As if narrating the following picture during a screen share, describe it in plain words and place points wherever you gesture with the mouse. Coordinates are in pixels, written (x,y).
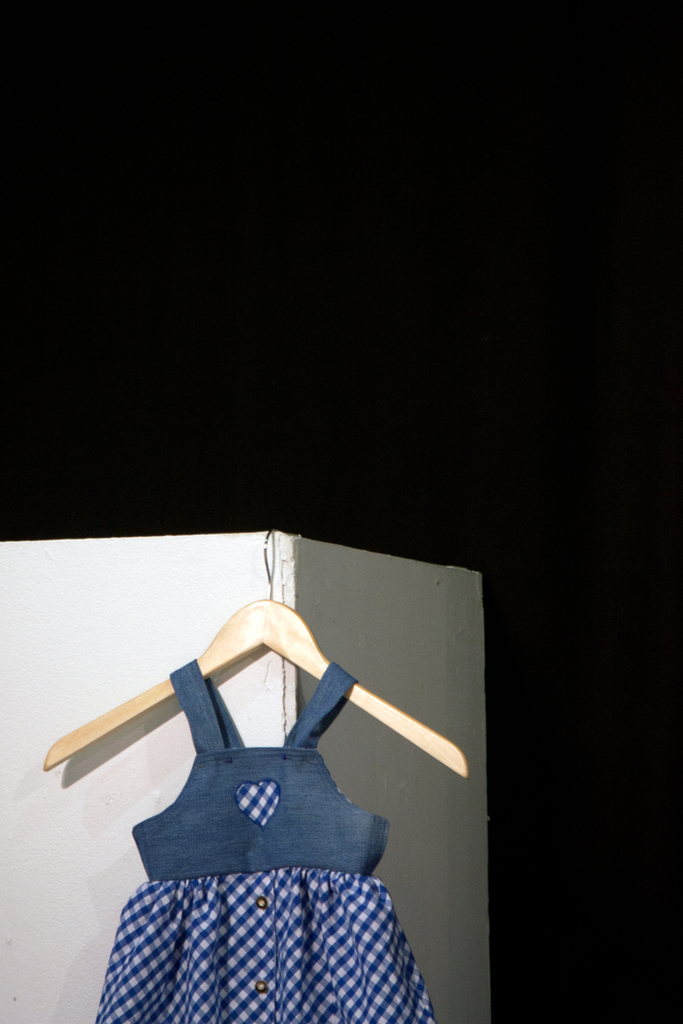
In this image I can see a frock (186,839) which is in blue color hanged to a hanger (226,641), at back (115,600) I can see a pillar (115,555) in cream color and the background (416,108) is in black color.
